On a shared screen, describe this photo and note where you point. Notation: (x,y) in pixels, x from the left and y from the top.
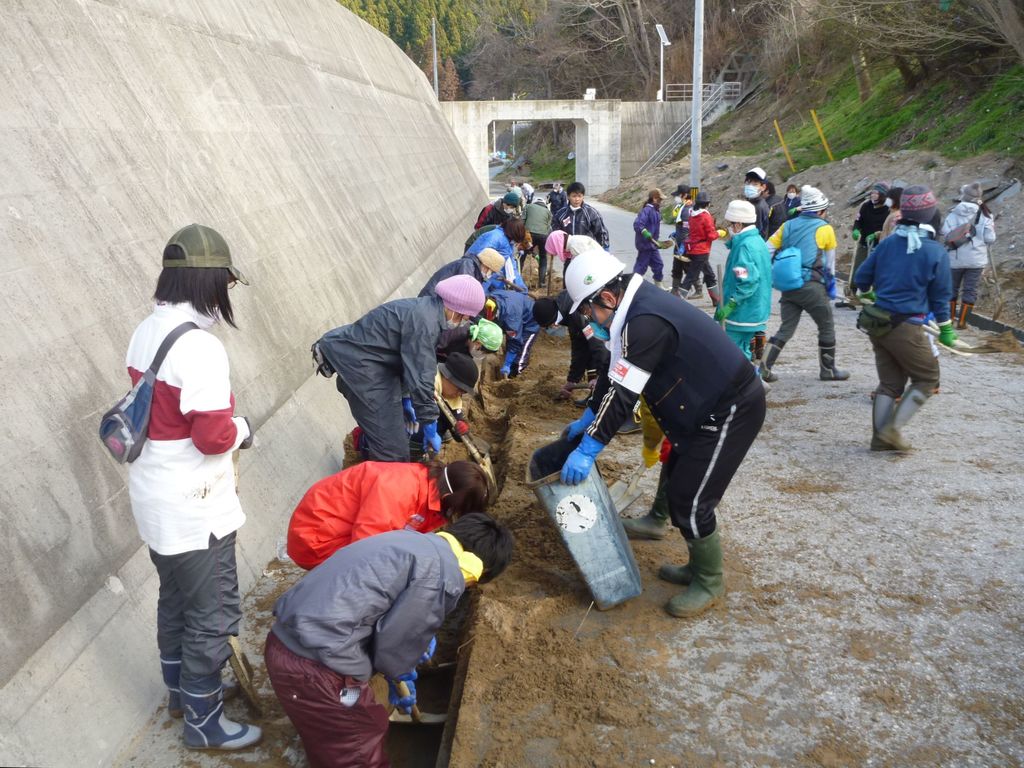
This image consists of many persons (378,650). They are digging the sand (537,713). On the left (30,500), there is a wall (248,152). In the background (601,141), we can see a bridge (472,127), On the right (999,44), there are many trees (963,40). At the bottom (744,671), there is a floor (744,671).
